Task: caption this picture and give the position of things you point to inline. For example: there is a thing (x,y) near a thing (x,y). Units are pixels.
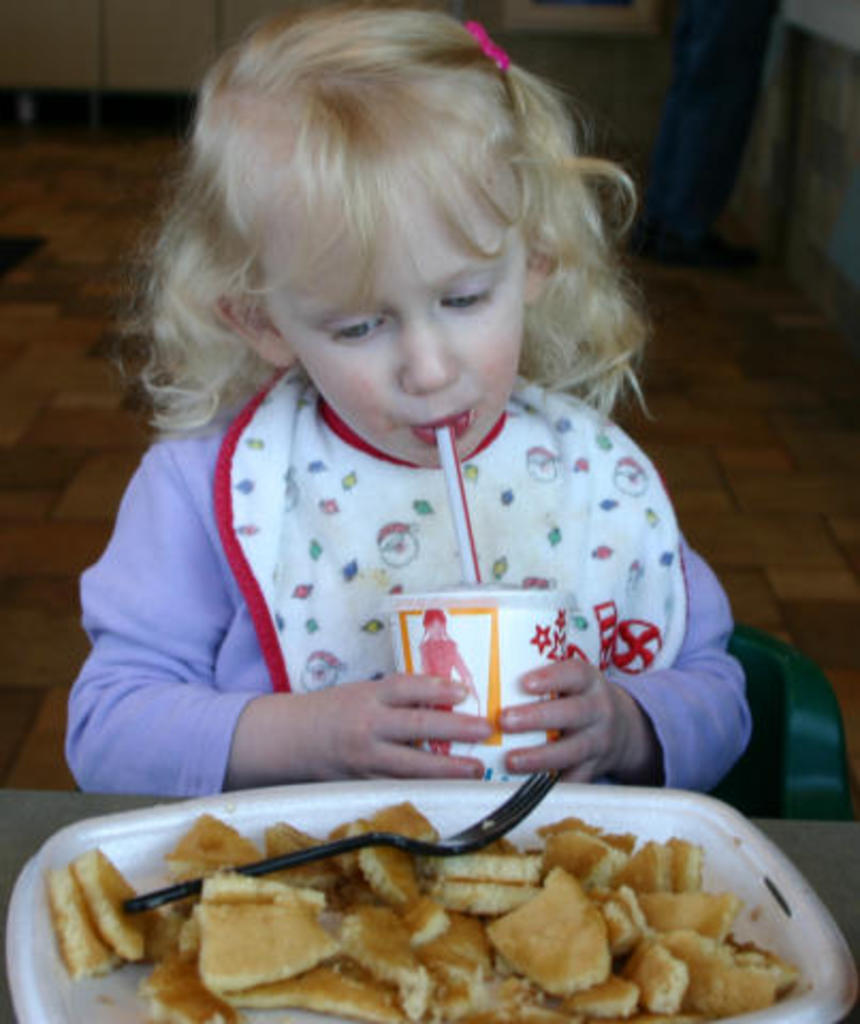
This image is taken indoors. At the bottom of the image (815,875) there is a table (44,823) with a tray (842,989) on it and on the tray (739,910) there is a fork (343,848) and bread slices (469,965). In the middle of the image (535,546) a kid (461,176) is sitting on the chair (766,714) and she is holding a tumbler (471,642) in her hands (375,690) and drinking with a straw (448,489). In the background (735,427) there is a floor (700,427).
